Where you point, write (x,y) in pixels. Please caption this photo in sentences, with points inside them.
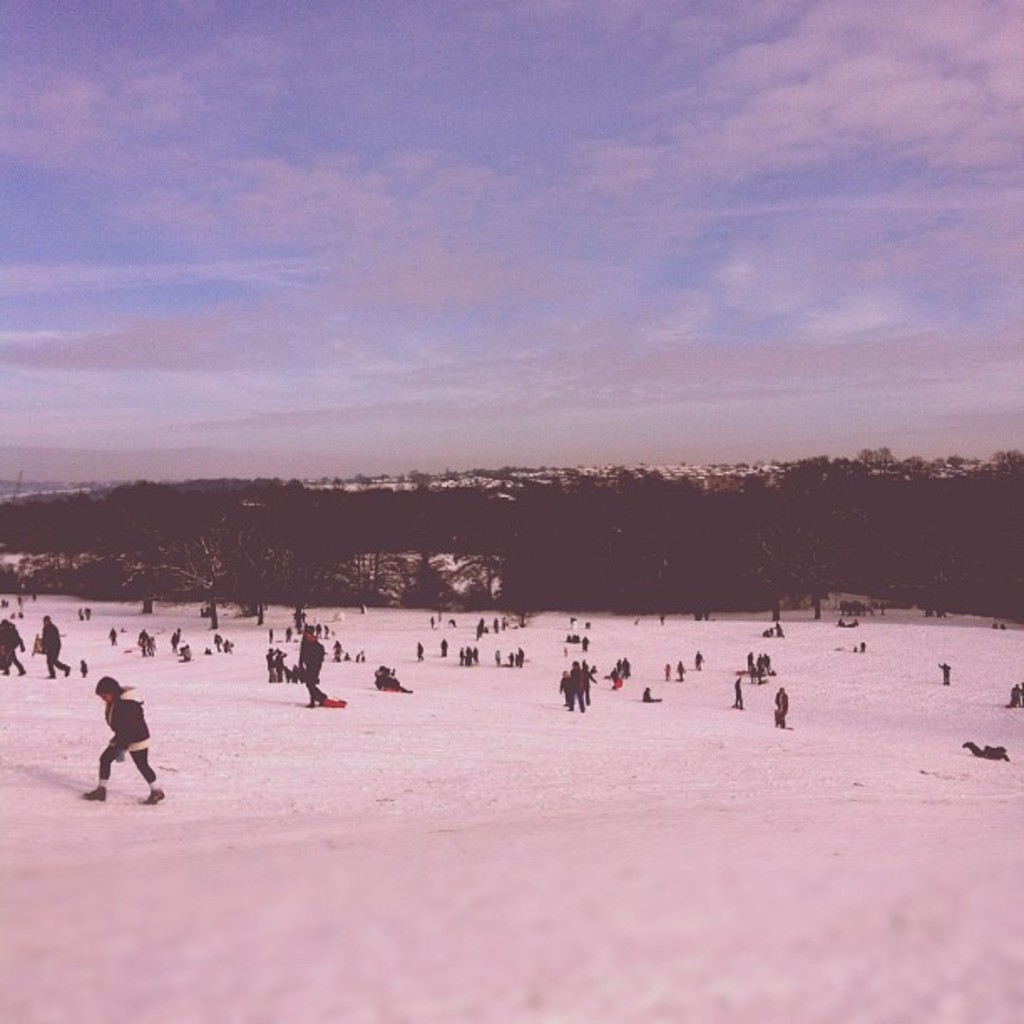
In the image I can see some people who are standing and sitting on the snow (540,617) and also I can see some trees (494,576) and plants (290,586).
